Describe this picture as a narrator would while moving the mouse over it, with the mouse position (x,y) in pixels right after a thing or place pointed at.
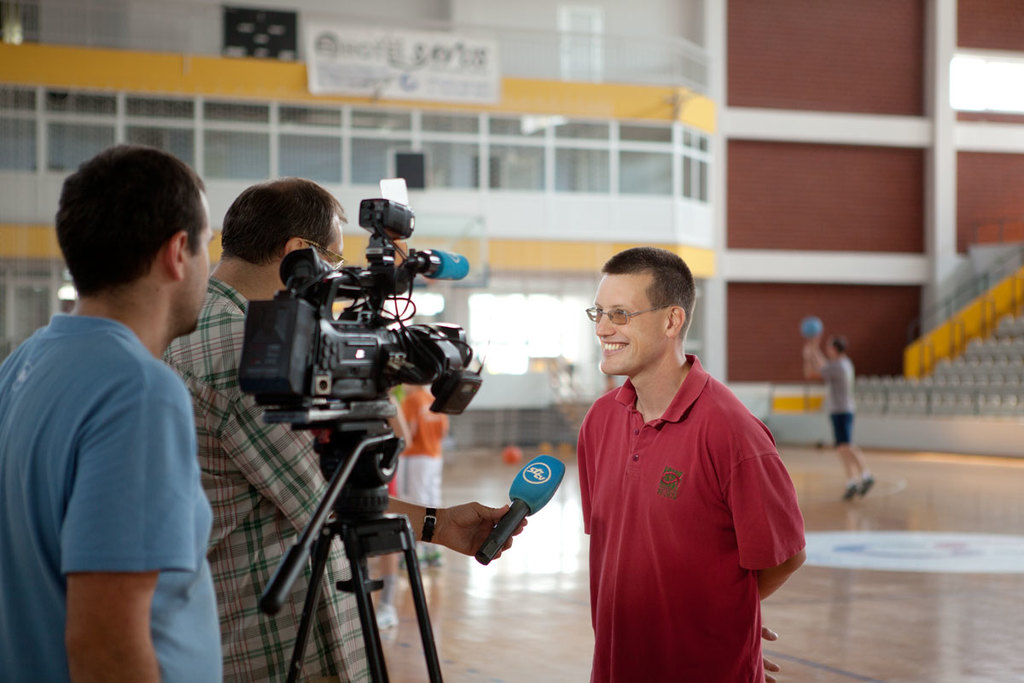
In this picture we can see a person (727,657) standing in front of a mike (496,538) and looking at someone (233,472). On the left side (4,665), we can see 2 people (83,643) standing with a video recorder (297,342).
